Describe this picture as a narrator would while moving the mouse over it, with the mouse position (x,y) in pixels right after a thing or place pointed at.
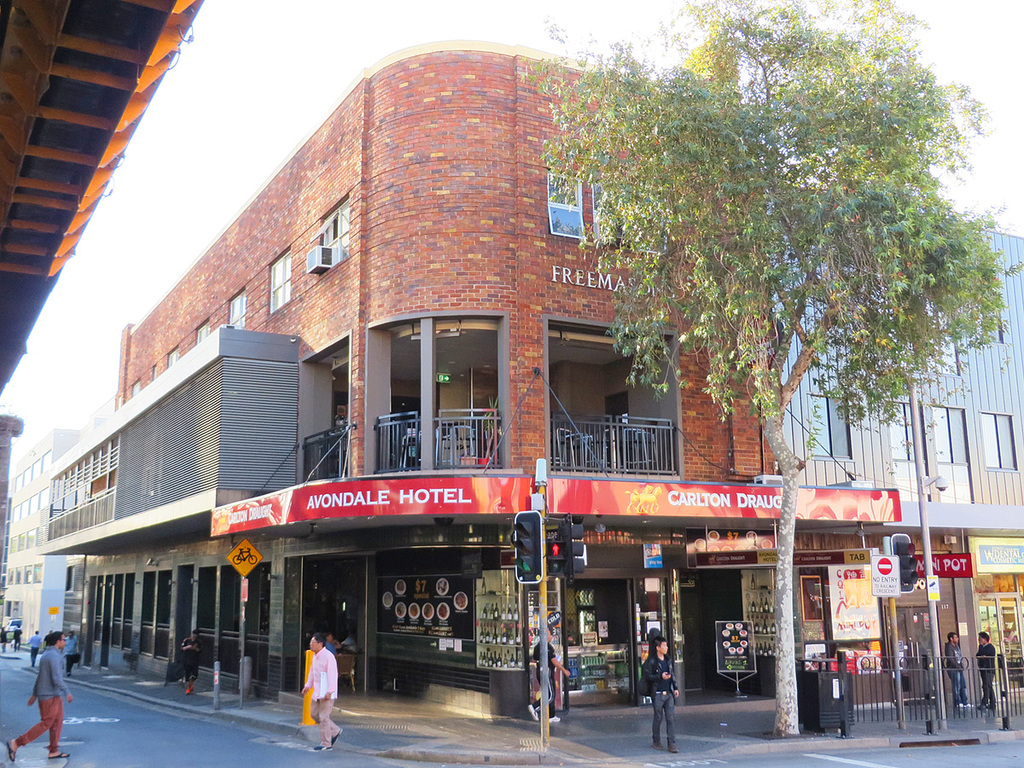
In the center of the image (520,377) we can see buildings (335,287), air conditioner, wall (475,257), windows (614,199), railing (395,431), pole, sign boards (443,375), tree (784,649), stores (731,600), traffic light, some persons (553,674), poles (927,541), fencing (918,662), box (832,686). At the bottom of the image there is a road (613,766). At the top of the image (353,37) we can see the sky (389,25). At the top left corner (107,60) we can see the roof (146,68).
